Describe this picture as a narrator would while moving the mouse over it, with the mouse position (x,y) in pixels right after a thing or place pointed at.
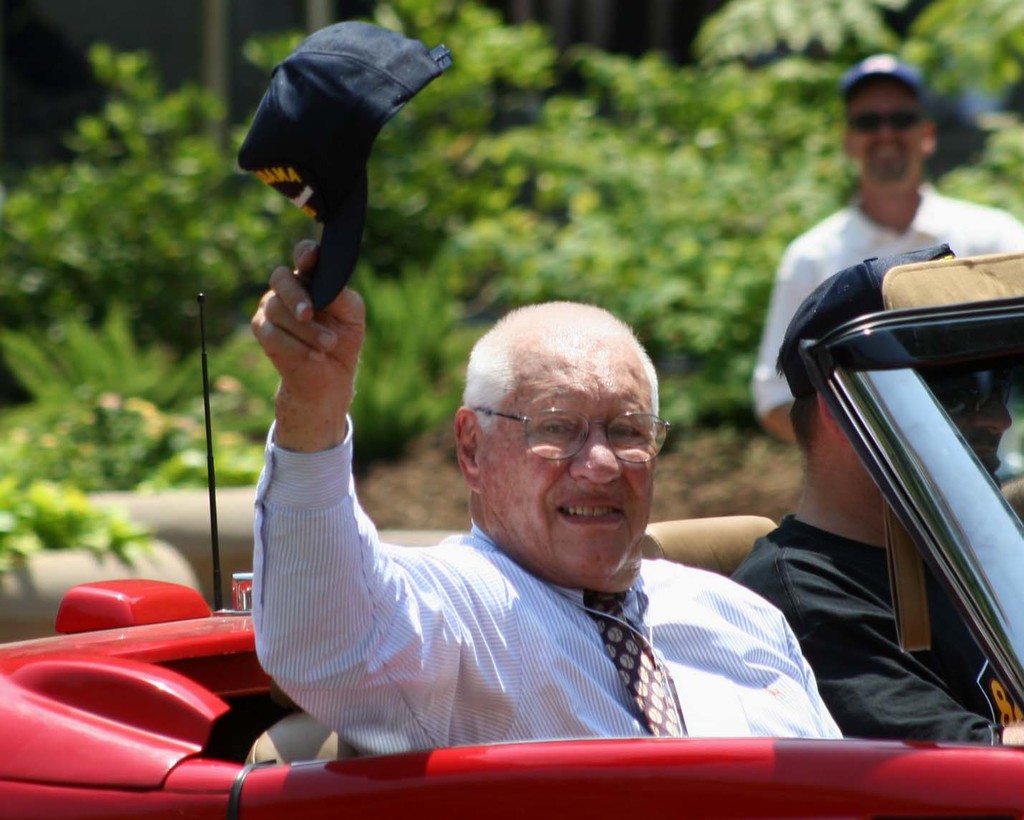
As we can see in the image there are trees (704,110) and three people (898,184). Two of them (768,580) are sitting in red color car (308,729).
